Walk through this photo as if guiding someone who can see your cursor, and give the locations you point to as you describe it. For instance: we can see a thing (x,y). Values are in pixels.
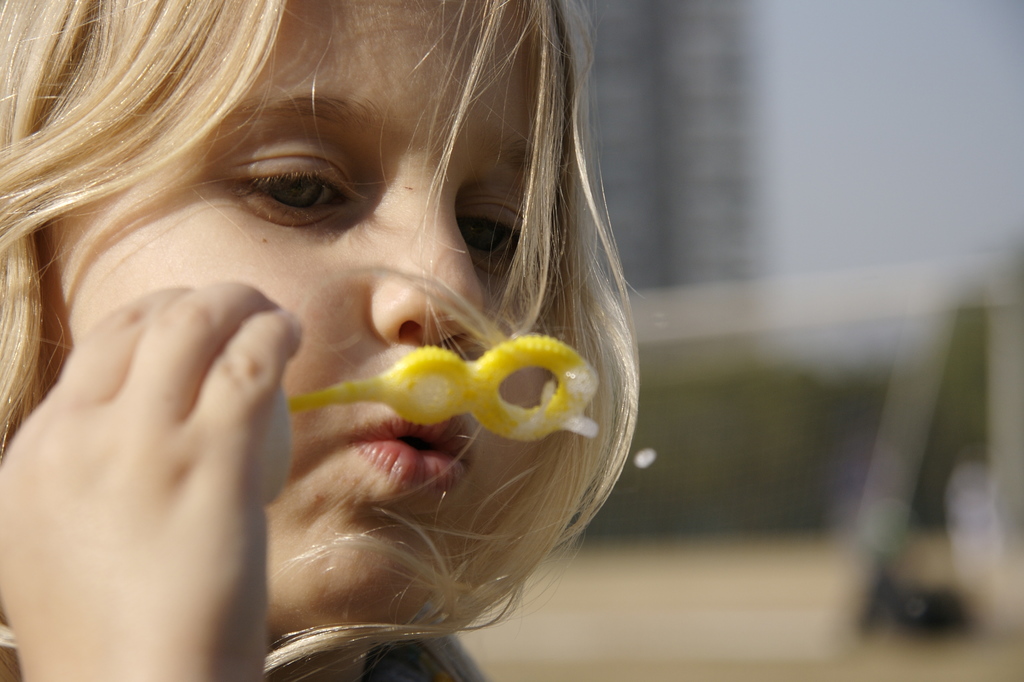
In this picture we can observe a girl (279,325). She is blowing soap bubbles (582,379). We can observe cream color hair (95,67). The background (840,338) is completely blurred.
